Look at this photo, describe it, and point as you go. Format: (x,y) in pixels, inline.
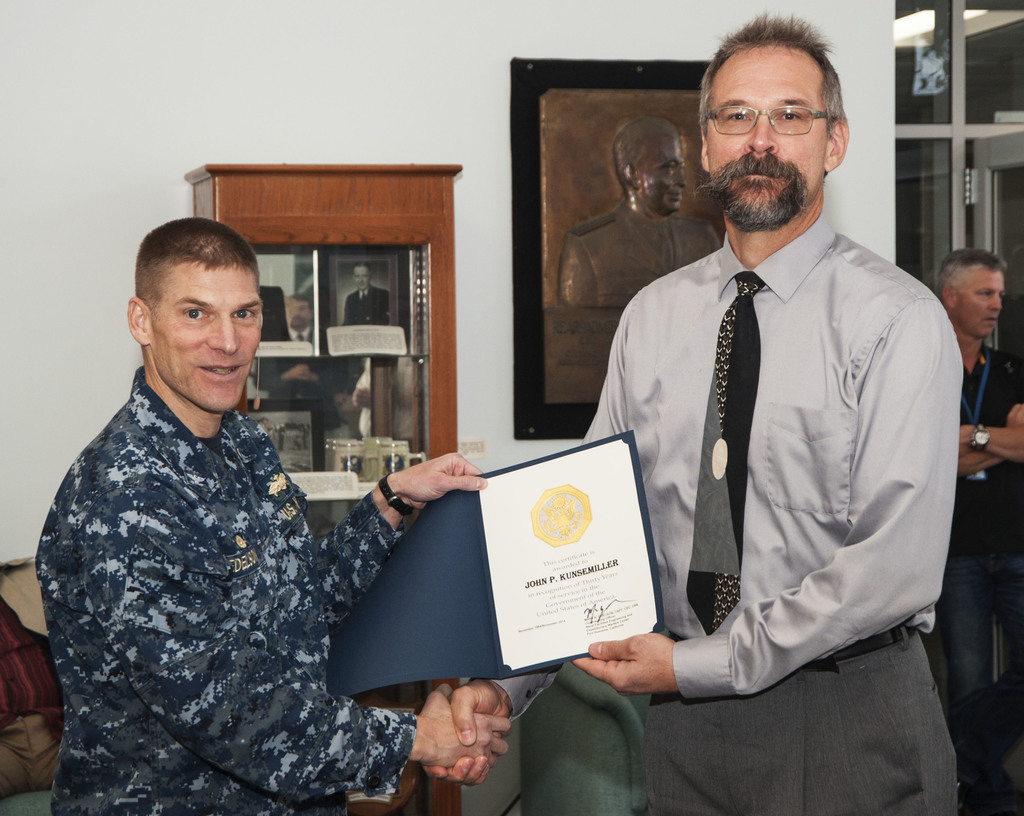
In this image, we can see two men (704,302) standing and they are holding a certificate (418,651), at the right side (977,417) there is a man (992,457) standing, in the background (490,258) there is a white color wall (504,166), on that wall (216,59) there is a photo frame (619,81).
